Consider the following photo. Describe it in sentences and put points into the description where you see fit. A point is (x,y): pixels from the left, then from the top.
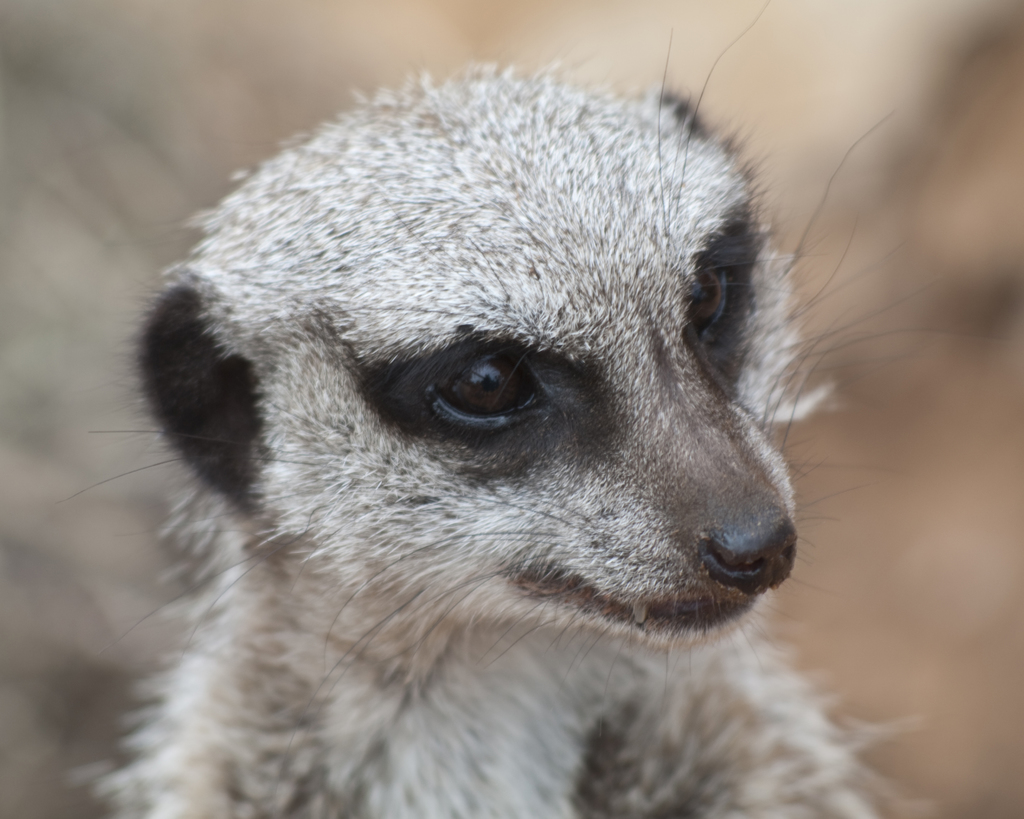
In this image I can see an animal (357,700) which is looking at the right side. Its eyes (514,380), nose (722,538) and ears (197,391) are in black color. The background (242,61) is blurred.
